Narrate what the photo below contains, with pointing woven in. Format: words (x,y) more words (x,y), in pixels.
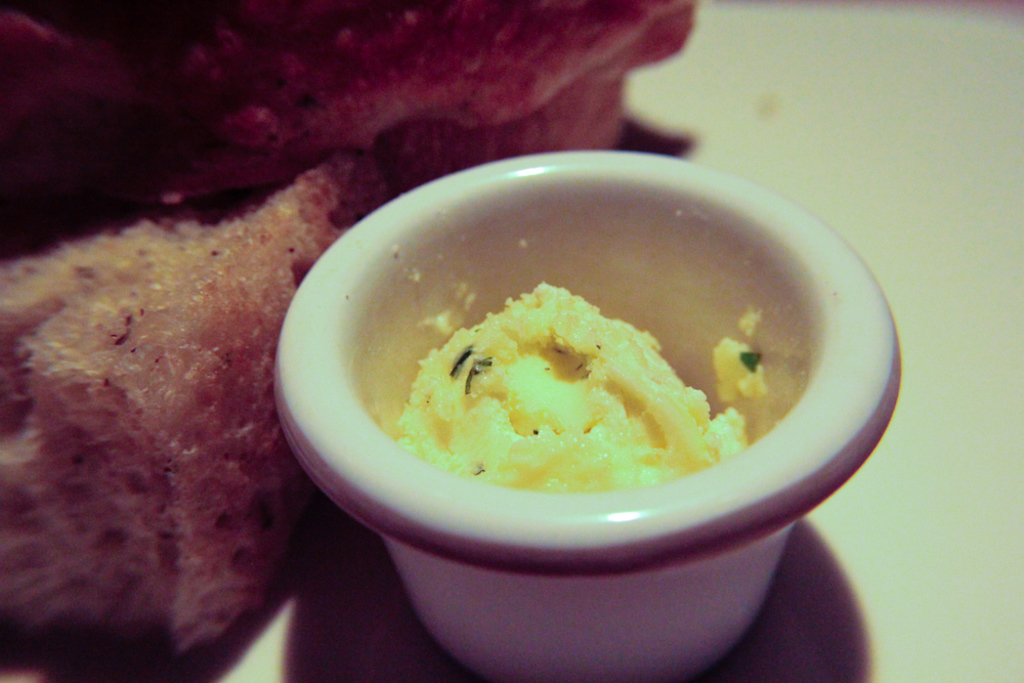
In this image there is one plate (874,581), on the plate (929,508) there are some food items (156,483) and one bowl (460,490). In that bowl (559,504) there is some food item (510,397).
